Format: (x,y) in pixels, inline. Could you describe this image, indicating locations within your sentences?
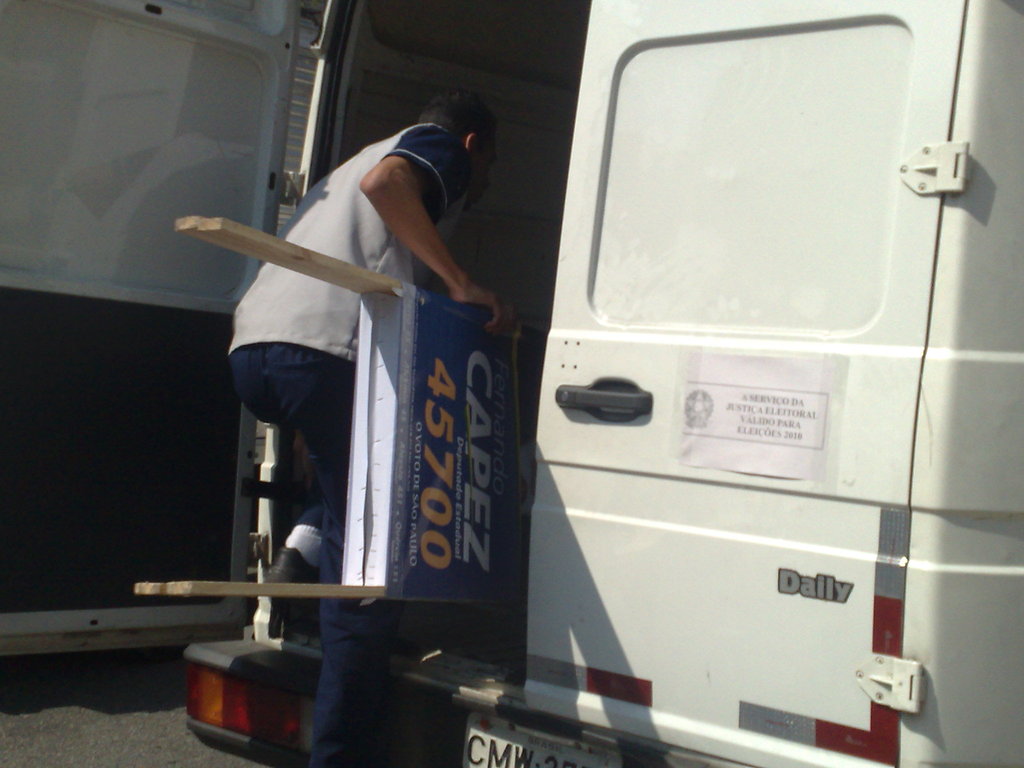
There is a person (434,205) holding a hoarding (439,410) and getting into the vehicle (496,244). There is a sign (808,397) pasted on the vehicle (873,399). Vehicle (674,683) is having number plate (497,752) and light (208,715). This vehicle (266,665) is on the road (142,717).
